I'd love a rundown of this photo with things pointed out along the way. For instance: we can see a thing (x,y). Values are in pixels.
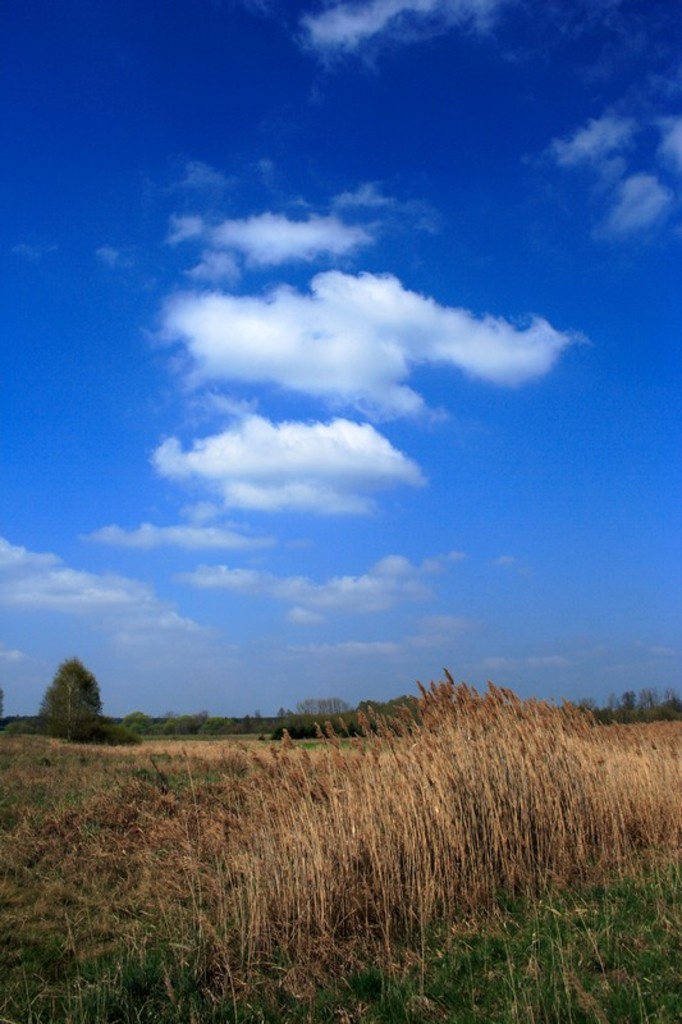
At the bottom of the image (327,754) there are plants (358,755) and grass (238,746). At the top of the image (360,228) there is a cloudy sky (365,238).
